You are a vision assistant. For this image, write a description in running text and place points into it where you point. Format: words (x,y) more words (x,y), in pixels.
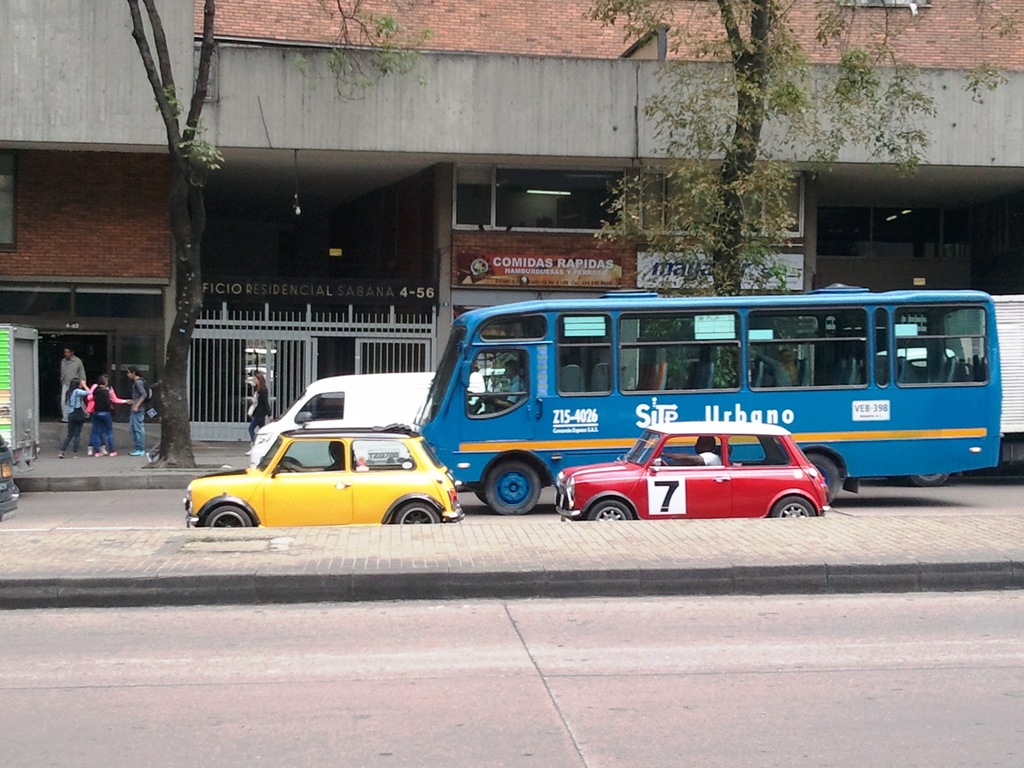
This image is clicked on the road (538,692). In the center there is a divider (520,557). There are vehicles (285,463) moving on the road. Beside the road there is a walkway (134,458). There are trees (189,440) and a few people (134,399) on the walkway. In the background (460,122) there is a building (278,66). There are boards (581,272) with text (593,272) on the building (30,211). There is a gate (361,349) to the building (327,357). Above the gate (355,335) there is text (311,294).
